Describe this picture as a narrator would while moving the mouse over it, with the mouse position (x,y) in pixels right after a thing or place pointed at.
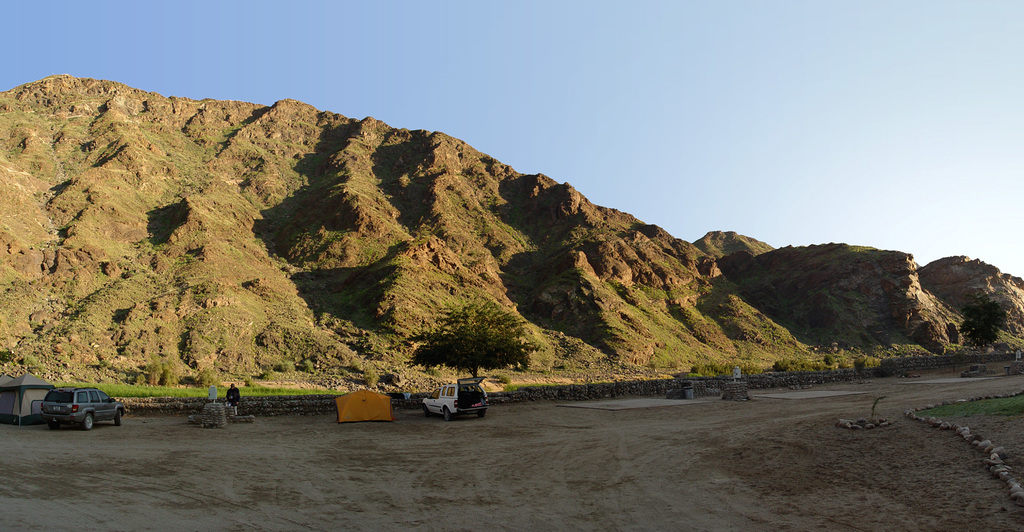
This image consists of two cars (450,413) and a man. To the left (19,419), there is a tent (23,421). At the bottom (591,471), there is ground (704,444). In the background (447,236), there are mountains (458,198). At the top (580,55), there is a sky (571,71).
